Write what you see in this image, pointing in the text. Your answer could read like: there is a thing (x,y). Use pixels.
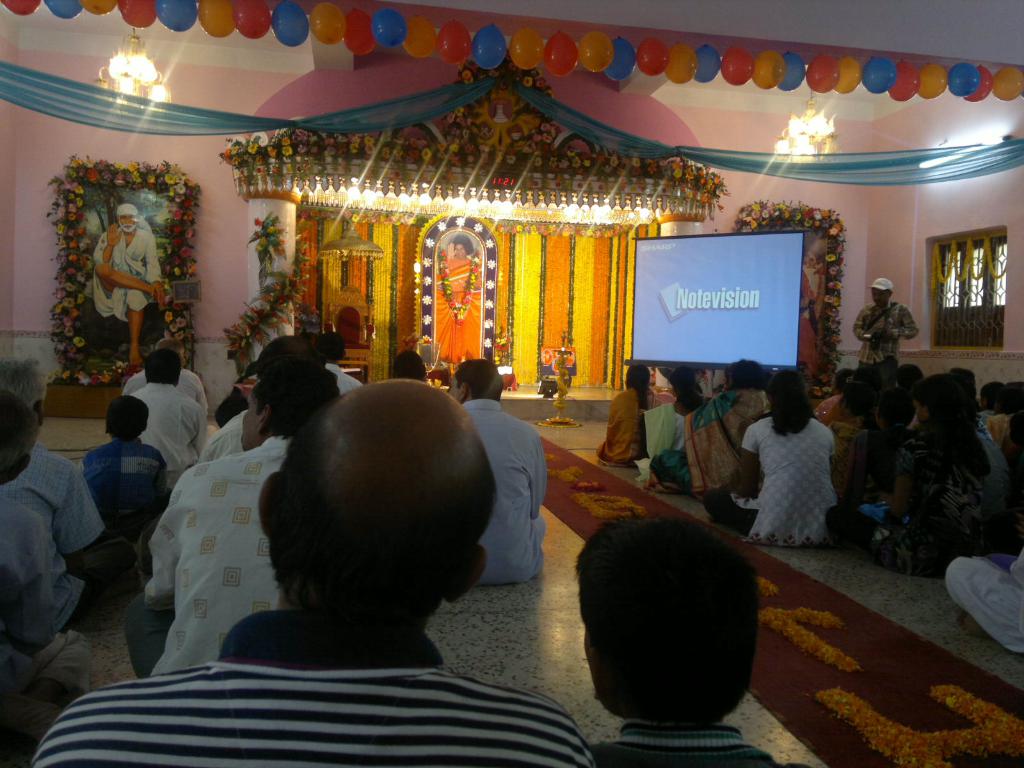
In this image I can see few people (614,556) are sitting on the floor (546,619). In front I can see a flower decoration (536,276), chair (346,309) and god-frame (133,244). I can see a pink wall (900,218), window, screen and blue color cloth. Top I can different color balloons (570,48) and lights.
